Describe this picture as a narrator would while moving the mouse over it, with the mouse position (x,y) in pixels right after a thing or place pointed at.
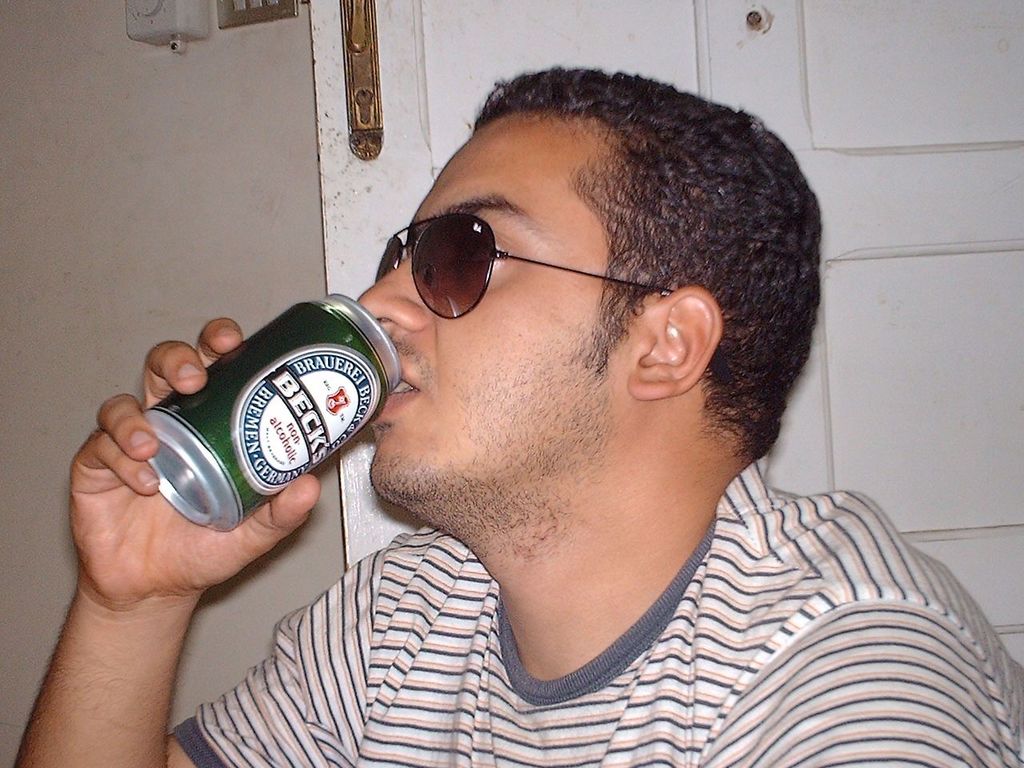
In this image I can see a man (120,499) is holding a can (318,370) and wearing a shades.
